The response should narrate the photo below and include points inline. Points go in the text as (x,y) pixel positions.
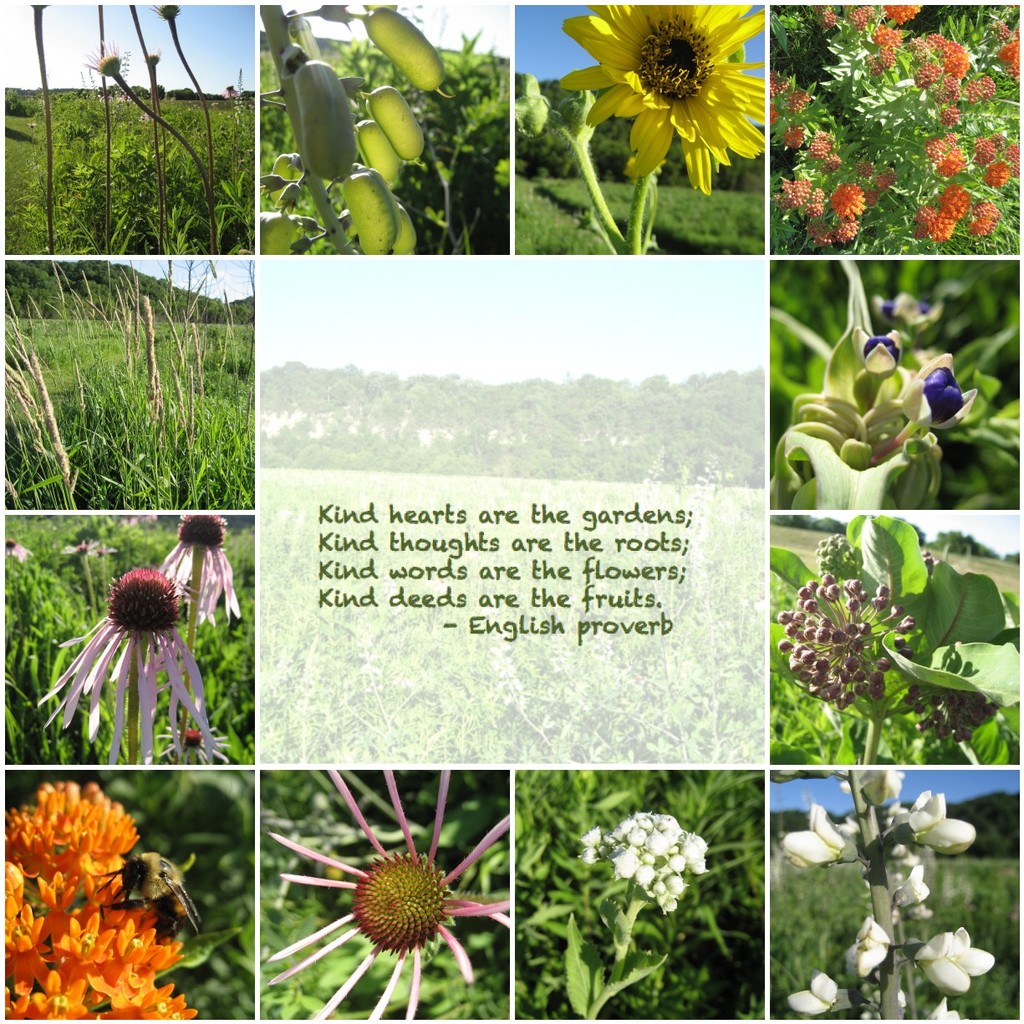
In this image we can see collage pictures of plants (106,414) and flowers (13,825). In the center of the image (480,556) there is text (349,572).
